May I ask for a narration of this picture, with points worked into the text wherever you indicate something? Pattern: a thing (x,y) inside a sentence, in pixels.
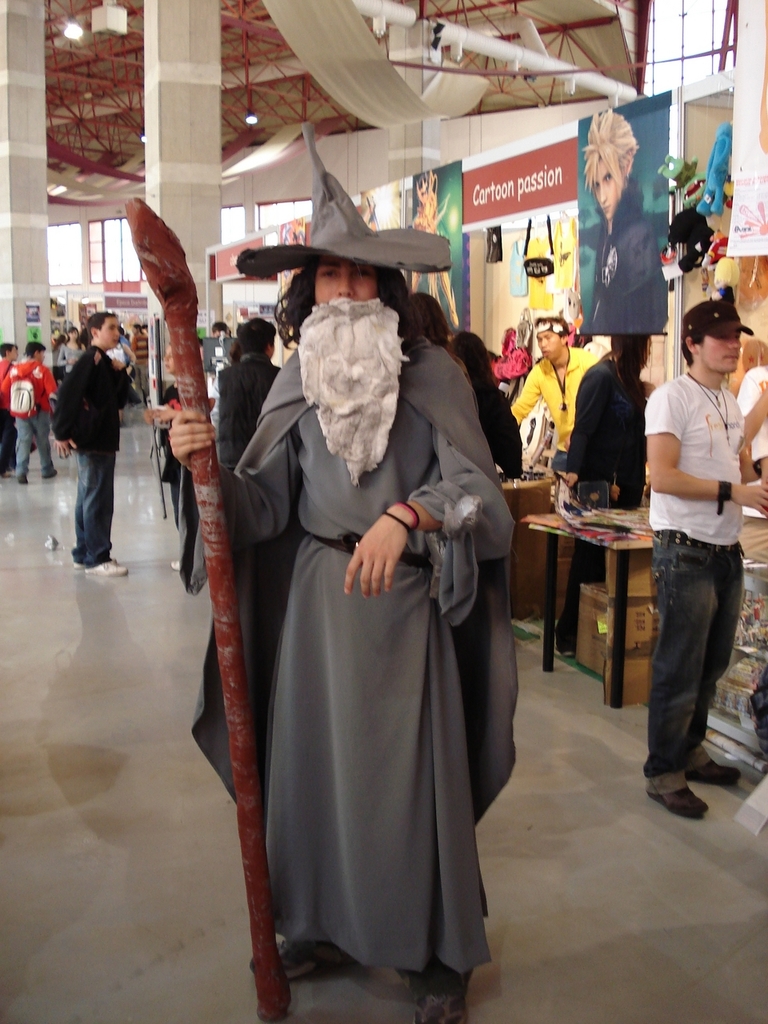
In this image there is a person (310,635) standing holding an object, there is a person (683,503) standing towards the right, there is pillar (166,159), there is a light (75,27), there are persons (43,395) walking.
